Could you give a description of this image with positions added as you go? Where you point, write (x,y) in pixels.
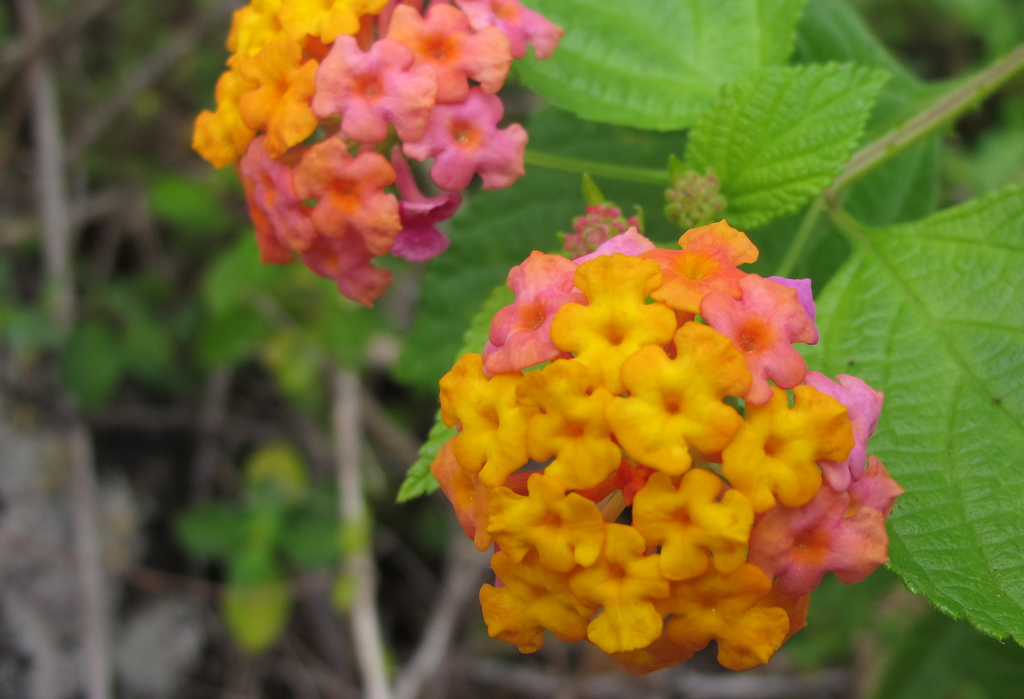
In the image there are beautiful colorful flowers (446,155) to the plant (590,157) and the background of the flowers (524,562) is blur.
